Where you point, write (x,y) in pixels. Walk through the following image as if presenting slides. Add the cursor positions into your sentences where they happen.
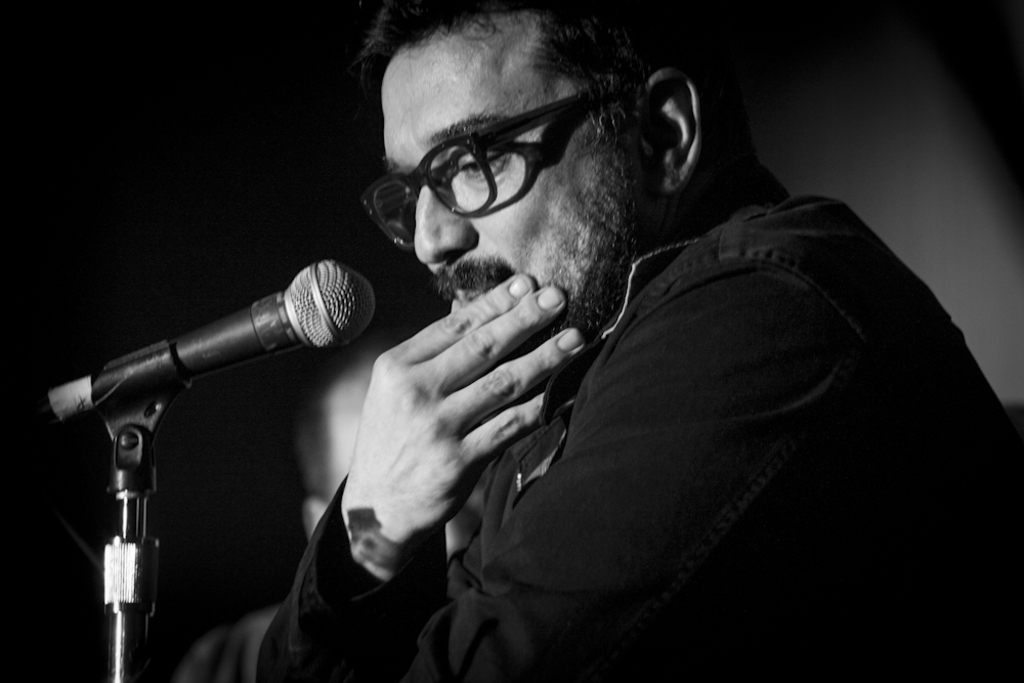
In this image there are two persons (423,538) are in middle of this image (538,412) and there is one Mic (127,465) at left side of this image (139,484).
